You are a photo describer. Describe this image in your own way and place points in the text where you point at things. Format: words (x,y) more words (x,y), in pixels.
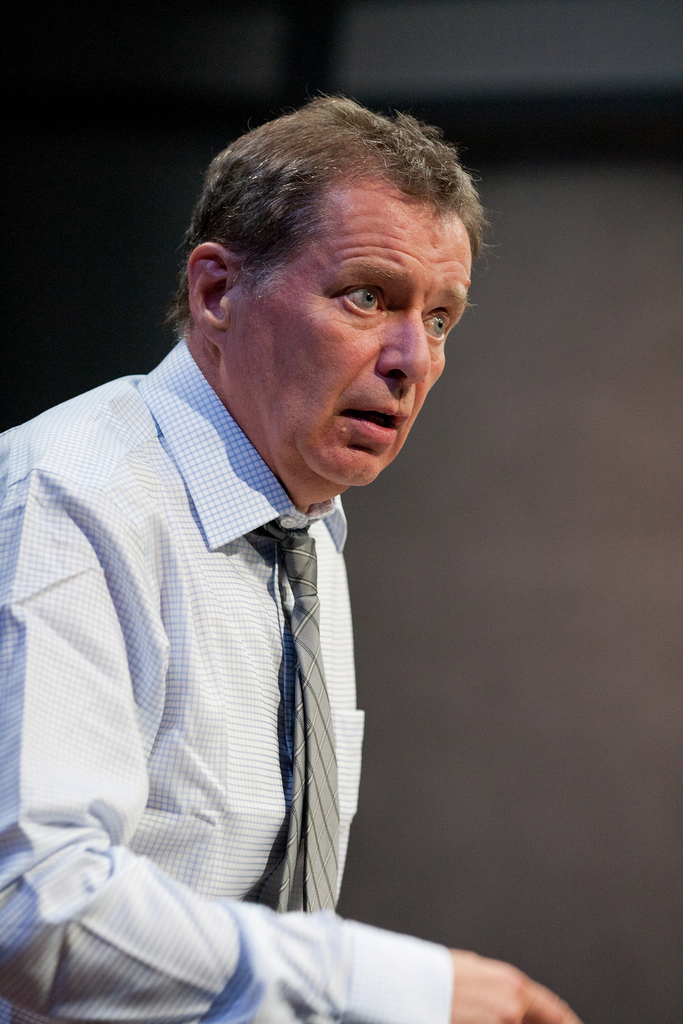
The picture consists of a person (237,721) wearing a white shirt (224,581). The background (475,784) is blurred.
